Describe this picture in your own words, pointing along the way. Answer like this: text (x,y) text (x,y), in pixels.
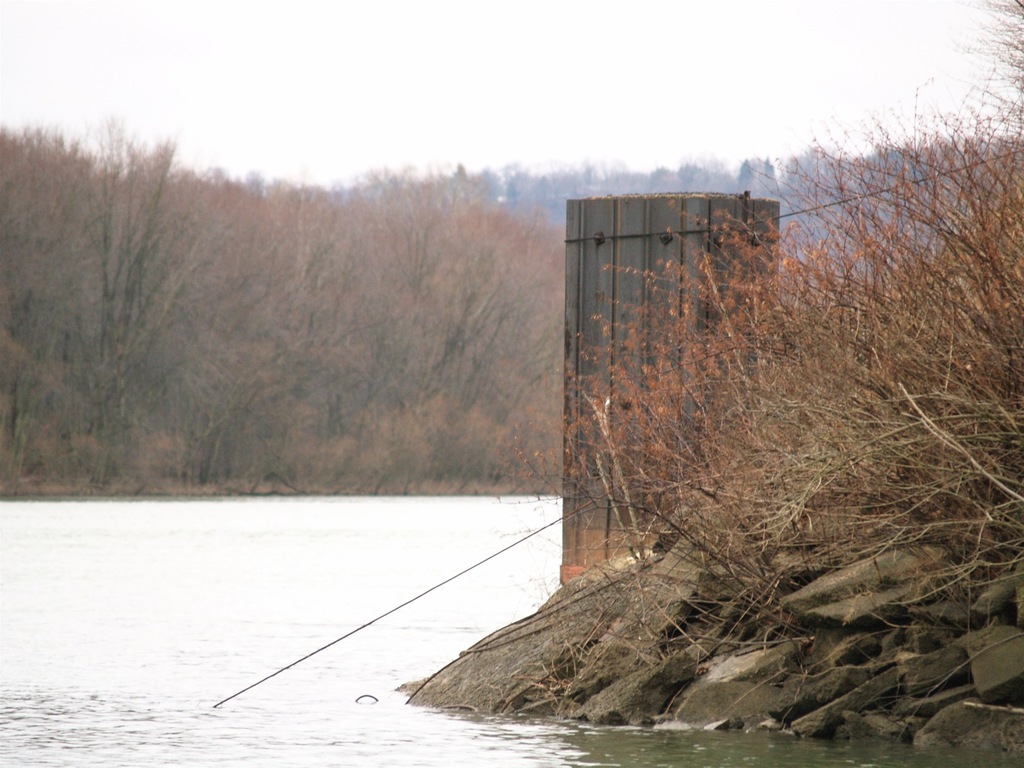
At the bottom of the picture (364,634), we see water (266,635) and this water (318,607) might be in the pond (318,607). On the right side (785,645), we see big stones (826,666) and trees (1021,501). Behind that, we see a metal thing (605,225) which looks like a box (677,357). This box (696,288) has a wire (646,235) tied to it. In the background (277,306), there are trees (251,276). At the top of the picture (452,142), we see the sky (477,130).
